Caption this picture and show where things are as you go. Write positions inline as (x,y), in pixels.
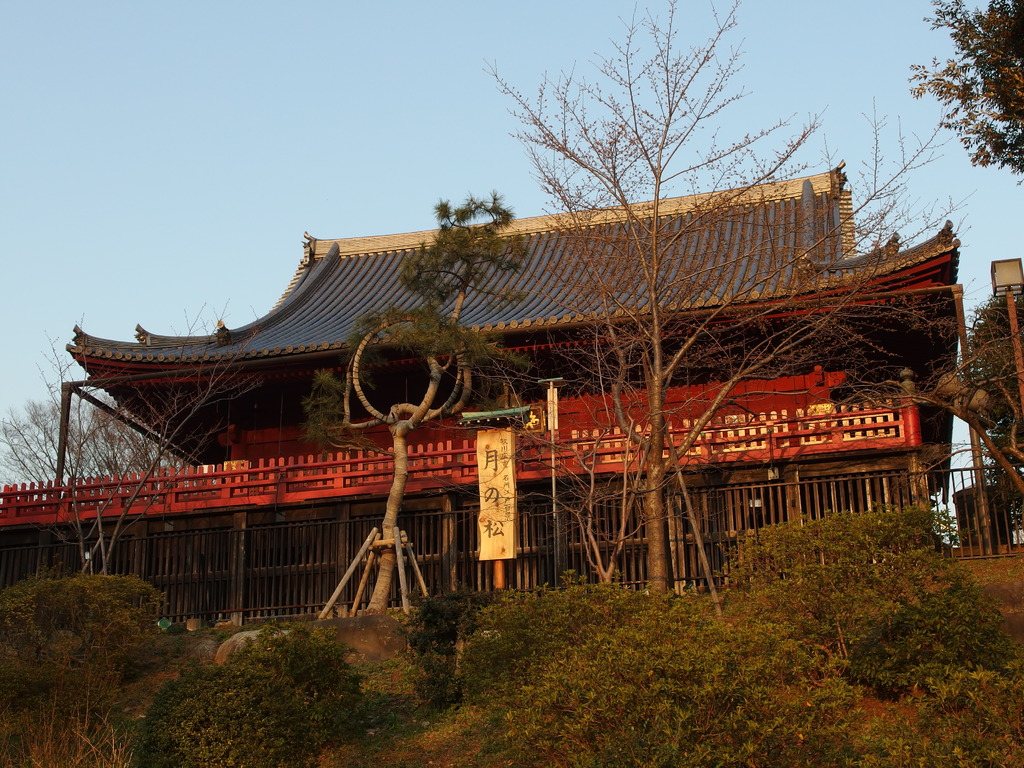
In this picture, we can see a building (433,500), poster (494,524) with text (494,450), trees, pole (397,542), fencing (873,408), plants (534,671), and we can see the sky (261,261).
